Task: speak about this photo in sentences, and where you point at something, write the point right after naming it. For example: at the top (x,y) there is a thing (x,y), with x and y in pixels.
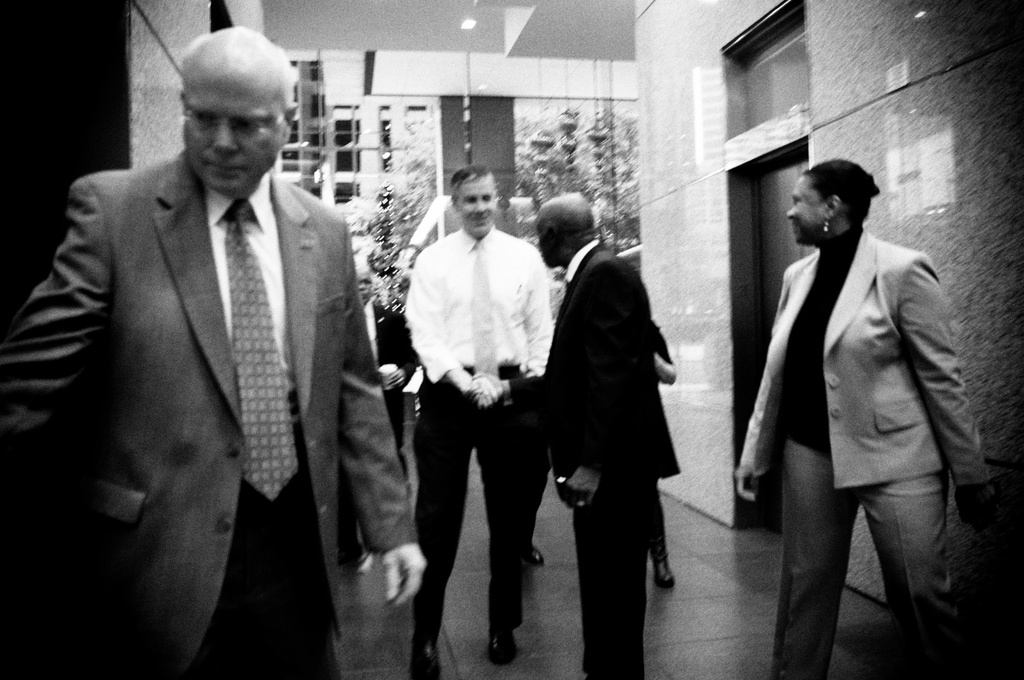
In this image we can see some persons (532,561) are standing. On the left side of the image (262,412) we can see an old person (202,505) is standing. In the middle of the image (555,384) we can see two persons (521,378) are handshaking. On the right side of the image (914,304) we can see a lady (879,472) is standing and smiling.
